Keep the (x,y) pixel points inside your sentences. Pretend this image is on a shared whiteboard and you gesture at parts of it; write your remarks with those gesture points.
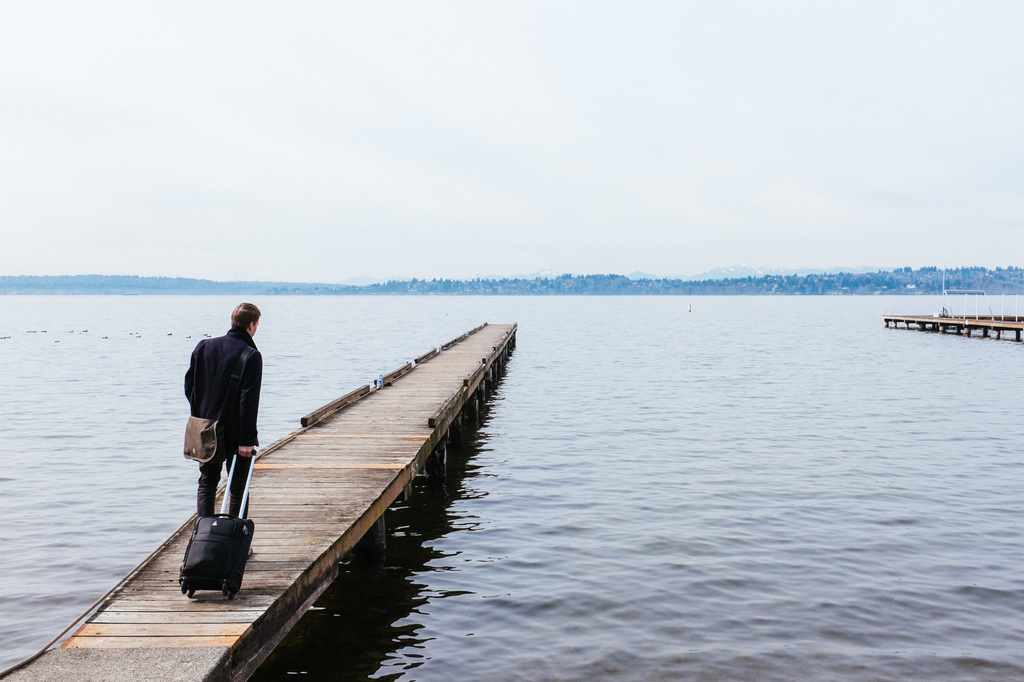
On the left side of the image (206,381) we can see a person (209,510) walking with trolley (219,552) on the walkway bridge (281,501) on the river (665,528). On the right side of the image (954,323) there is a walkway bridge (975,323). In the background (798,289) there is a water (468,301), trees (593,286), hills (697,281) and sky (488,203).
